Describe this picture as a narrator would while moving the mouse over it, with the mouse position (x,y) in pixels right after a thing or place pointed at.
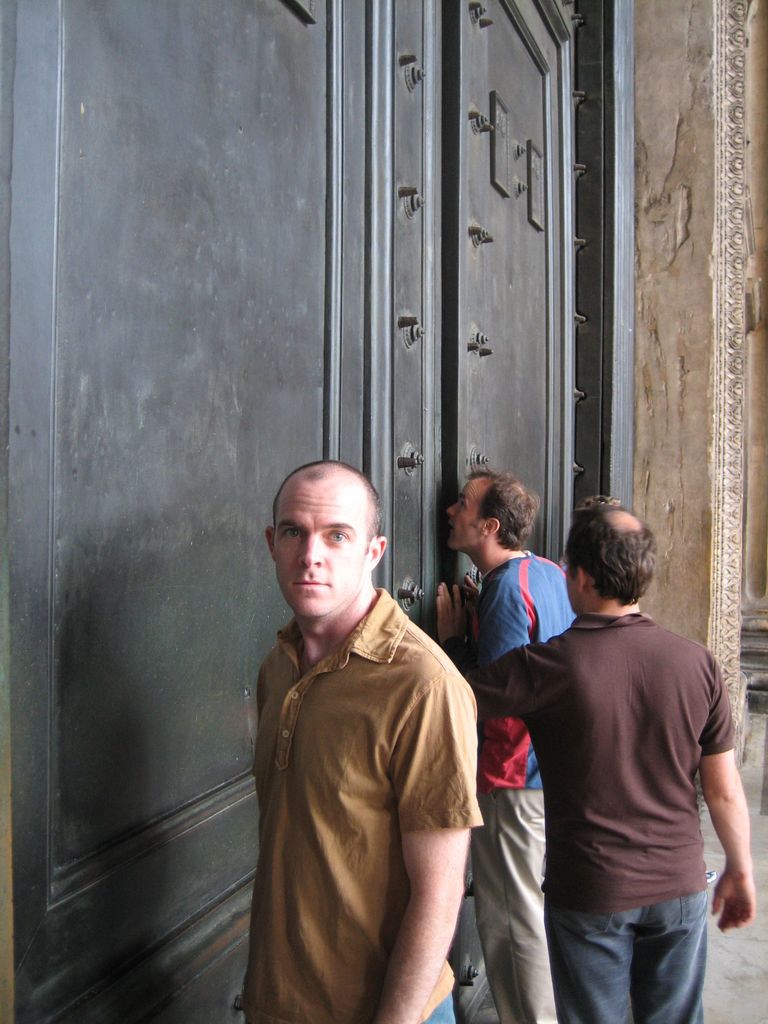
In the foreground of the picture (455,680) we can see three people (455,680) and door (259,142). At the top right (708,148) we can see wall (742,402).
